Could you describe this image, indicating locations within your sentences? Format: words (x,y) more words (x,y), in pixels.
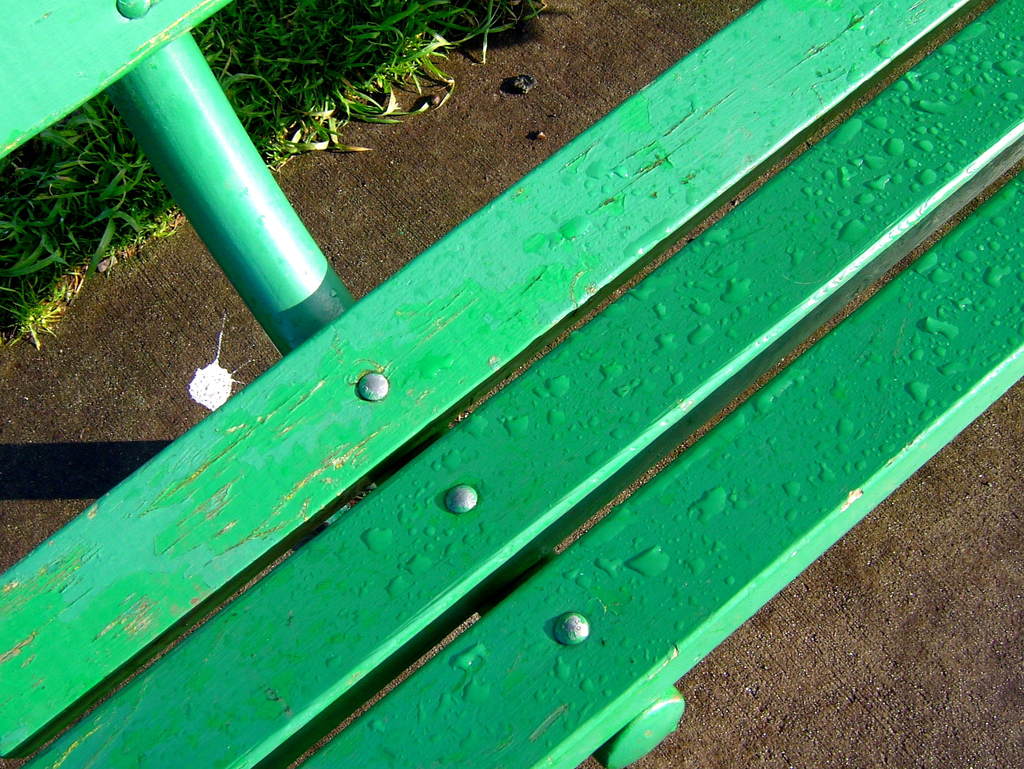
In this picture it looks like a bench chair (473,523) in green color, there are water drops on it. On the left side (96,204) I can see the grass (332,124).
